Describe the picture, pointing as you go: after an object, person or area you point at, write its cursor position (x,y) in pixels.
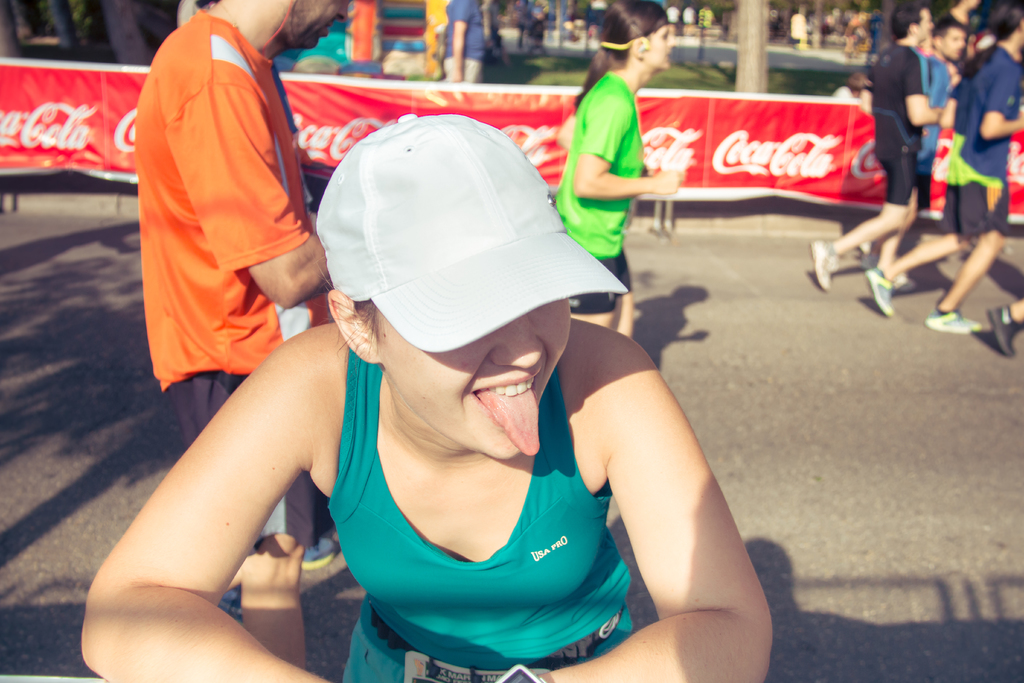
In this image I can see few persons (128,606), some are standing and some are running. In front (563,545) the person (640,533) is wearing green color dress (549,536) and white color cap (443,213). Background (489,93) I can see a red color banner (508,93) and I can also see few multicolor objects (405,42) and trees (103,32) in green color.
